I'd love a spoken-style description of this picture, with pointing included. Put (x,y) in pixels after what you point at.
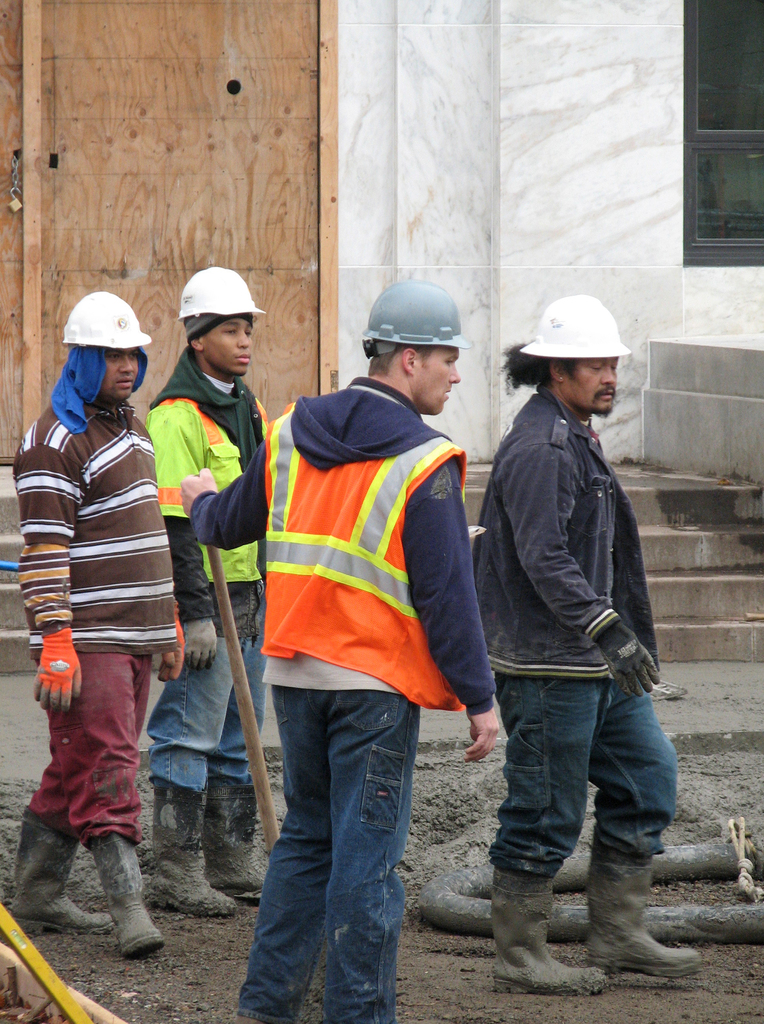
In this image I can see number of persons (419,494) wearing boots (511,936) and helmets (251,306) are standing. I can see a person (409,431) is holding a wooden stick (212,569). In the background (575,140) I can see a building (516,202), a black colored window (700,212), few stairs (679,534) and a brown colored wooden object (159,185).
